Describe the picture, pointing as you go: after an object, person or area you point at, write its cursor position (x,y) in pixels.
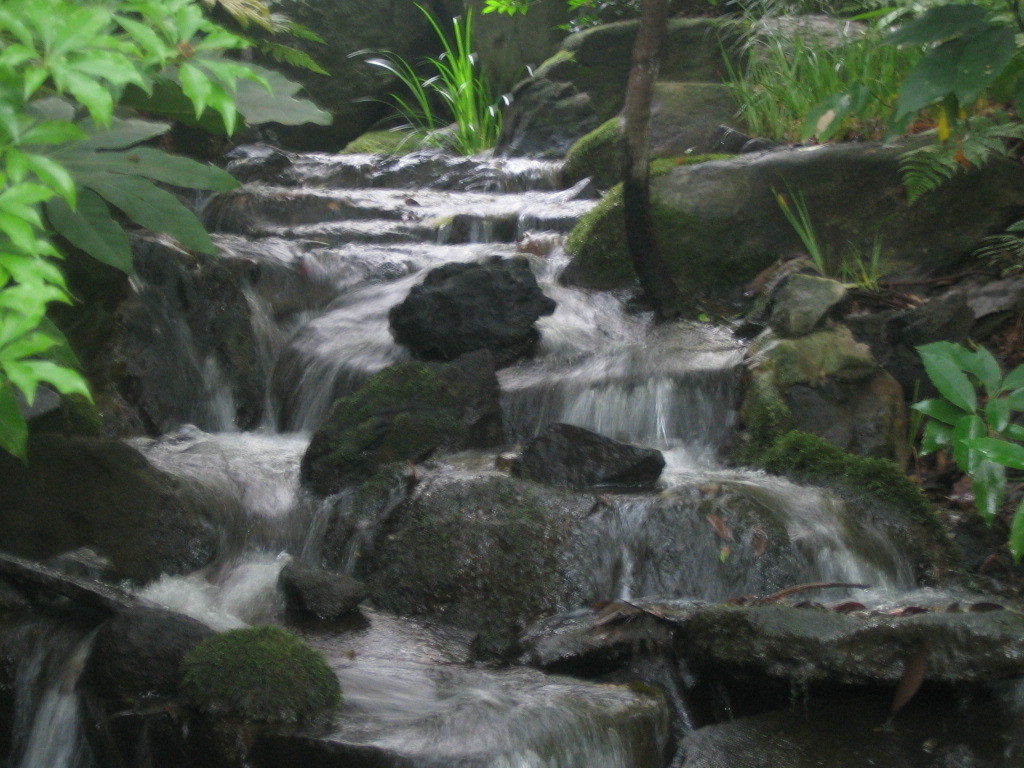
In this image I can see there are few rocks (279,290), water (387,298) flowing and there are few plants (968,362) at left (133,214) and right side of the images.
